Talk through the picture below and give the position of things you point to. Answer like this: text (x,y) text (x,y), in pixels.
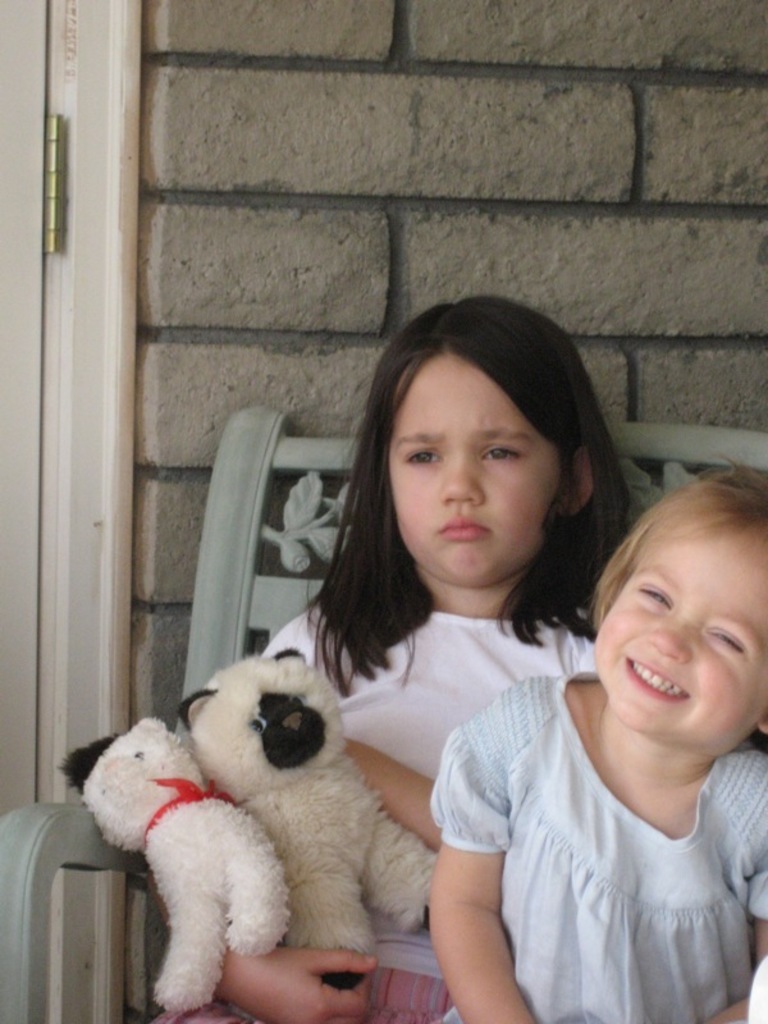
This picture shows two girls (525,483) seated on the chairs (303,435) holding soft toys (427,893) in her hands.
